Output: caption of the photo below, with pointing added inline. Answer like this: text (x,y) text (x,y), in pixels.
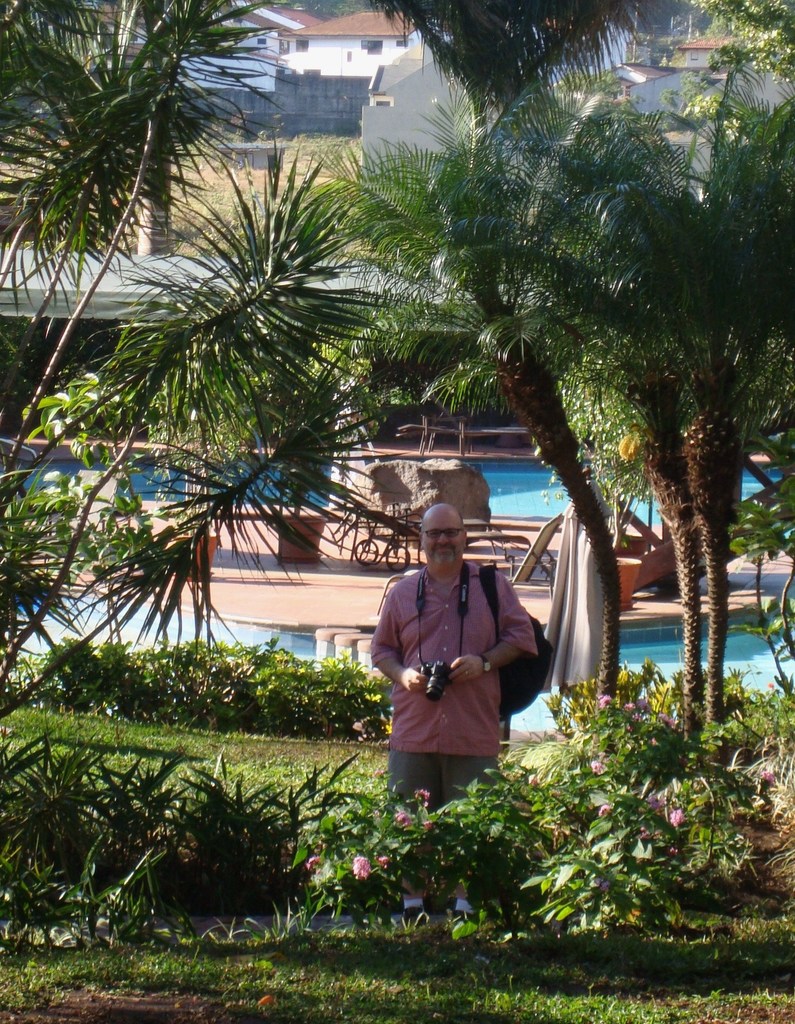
In this picture we can see a man (403,788) wore a spectacle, watch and holding a camera (435,674) with his hands (461,659) and standing on the ground (237,921), bag (517,694), plants (672,789), grass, trees (583,188), flowers (603,771), rock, water (150,629), pots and in the background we can see buildings (301,70).
